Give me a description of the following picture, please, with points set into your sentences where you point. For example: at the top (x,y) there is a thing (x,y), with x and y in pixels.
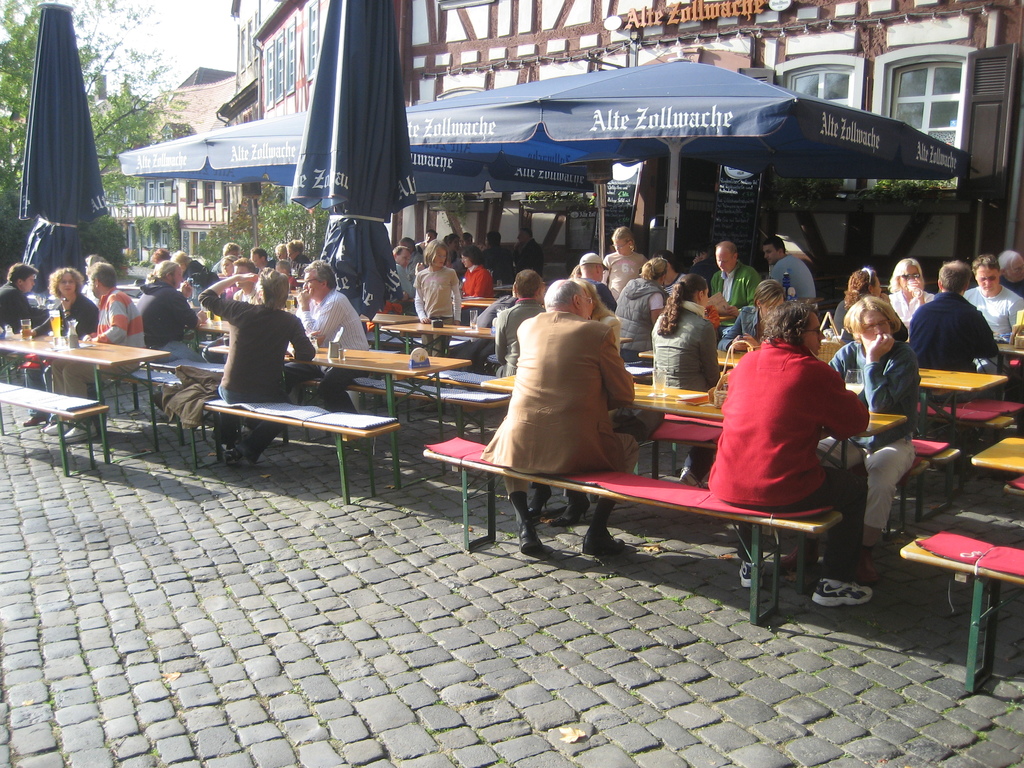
In this picture we can see a group of people (594,334) sitting on benches (812,515) and some are standing and in front of them on table (381,369) we have glass (656,390), stand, bottle (73,343) and in background (805,128) we can see tent (537,162), building (544,44) with windows (936,80), tree (98,139), sky (159,48), umbrella (362,107).
